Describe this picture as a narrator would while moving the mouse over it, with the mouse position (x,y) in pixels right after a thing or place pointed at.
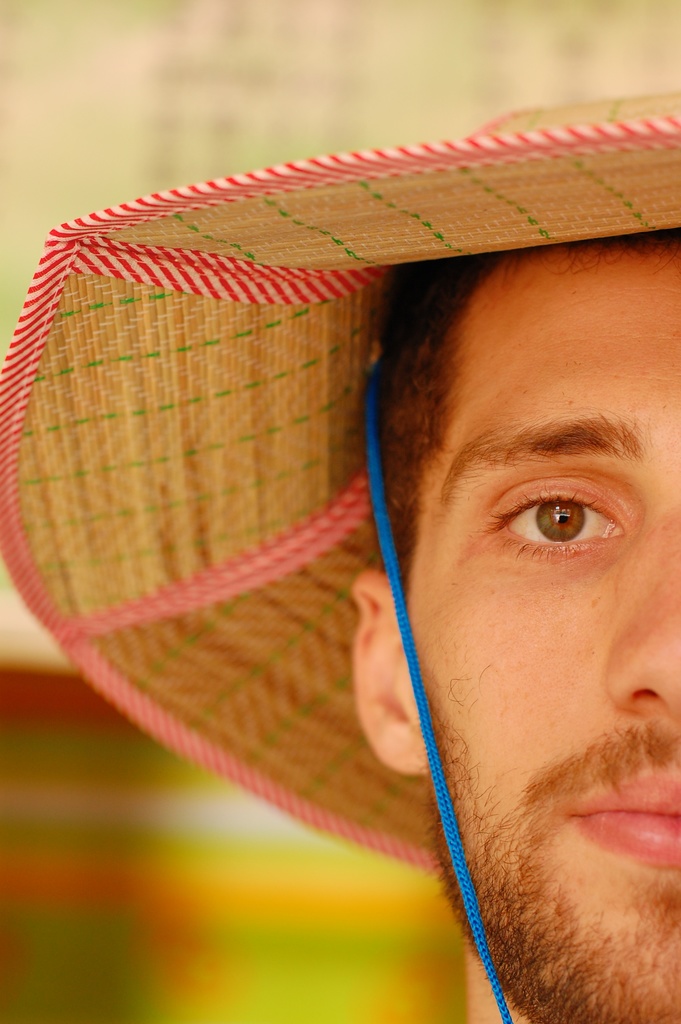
In this image we can see a person (559,298) wearing a hat (308,697) with a blue string (376,369) attached to it.
